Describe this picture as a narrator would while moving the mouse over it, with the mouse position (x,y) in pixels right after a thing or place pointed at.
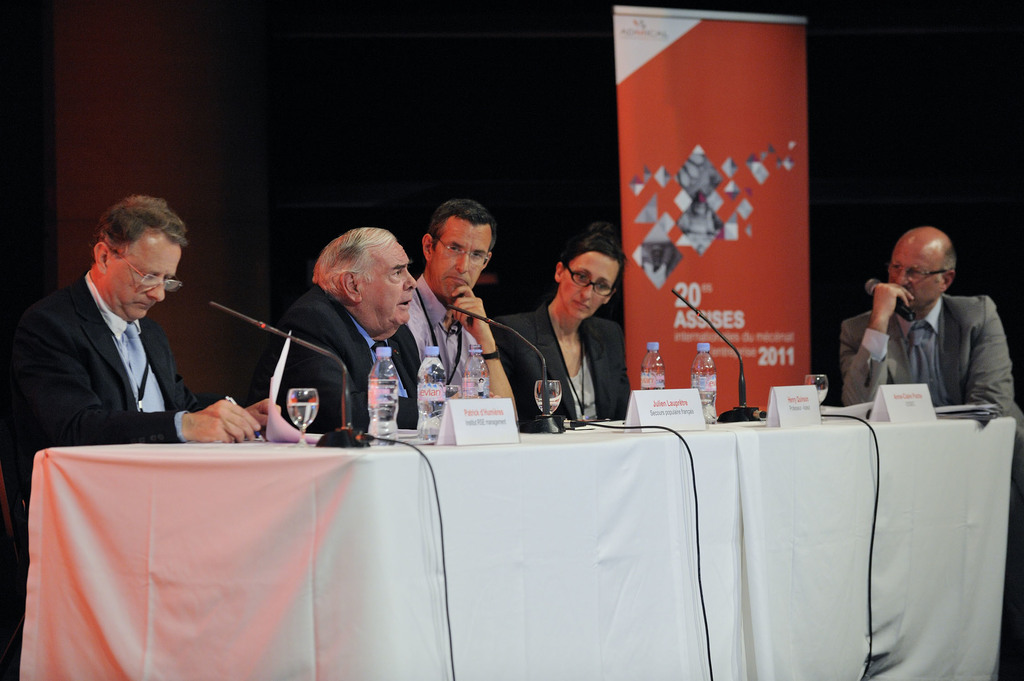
There are five people (348,277) sitting on a chair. There is a table (769,453). There is a glass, water bottles (713,406) and microphone (732,411) on a table (720,455). We can see in the background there is a banner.
